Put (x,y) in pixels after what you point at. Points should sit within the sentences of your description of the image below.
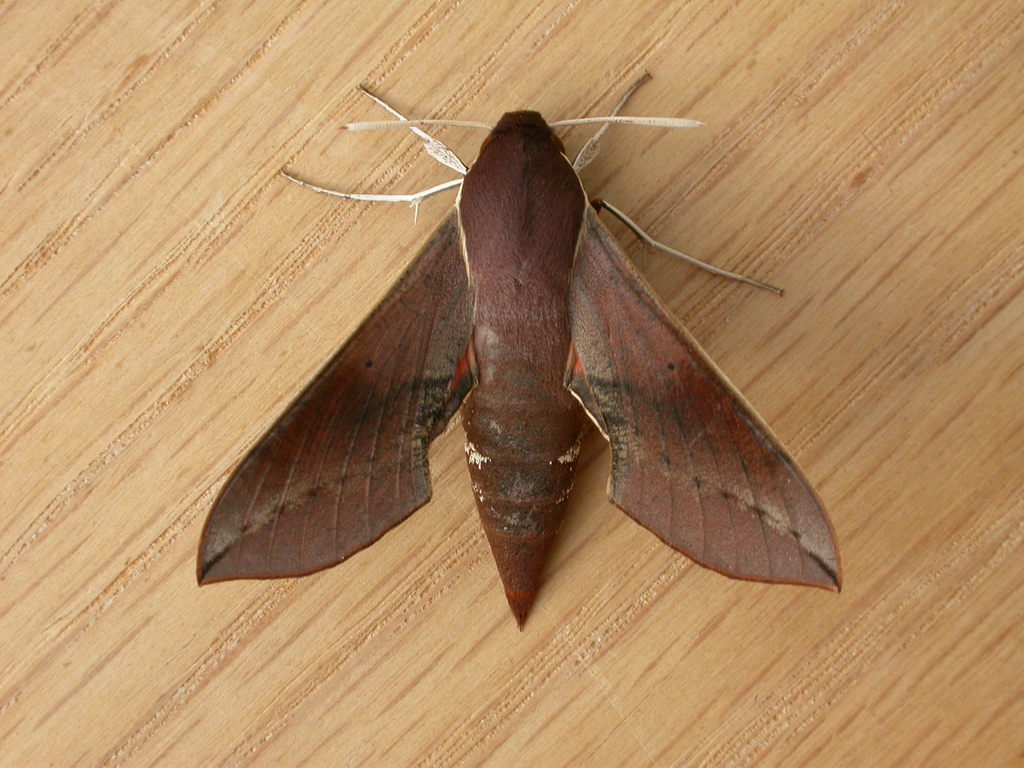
In this picture we can see brown moth (394,495) sitting on the wooden table top (502,652).
